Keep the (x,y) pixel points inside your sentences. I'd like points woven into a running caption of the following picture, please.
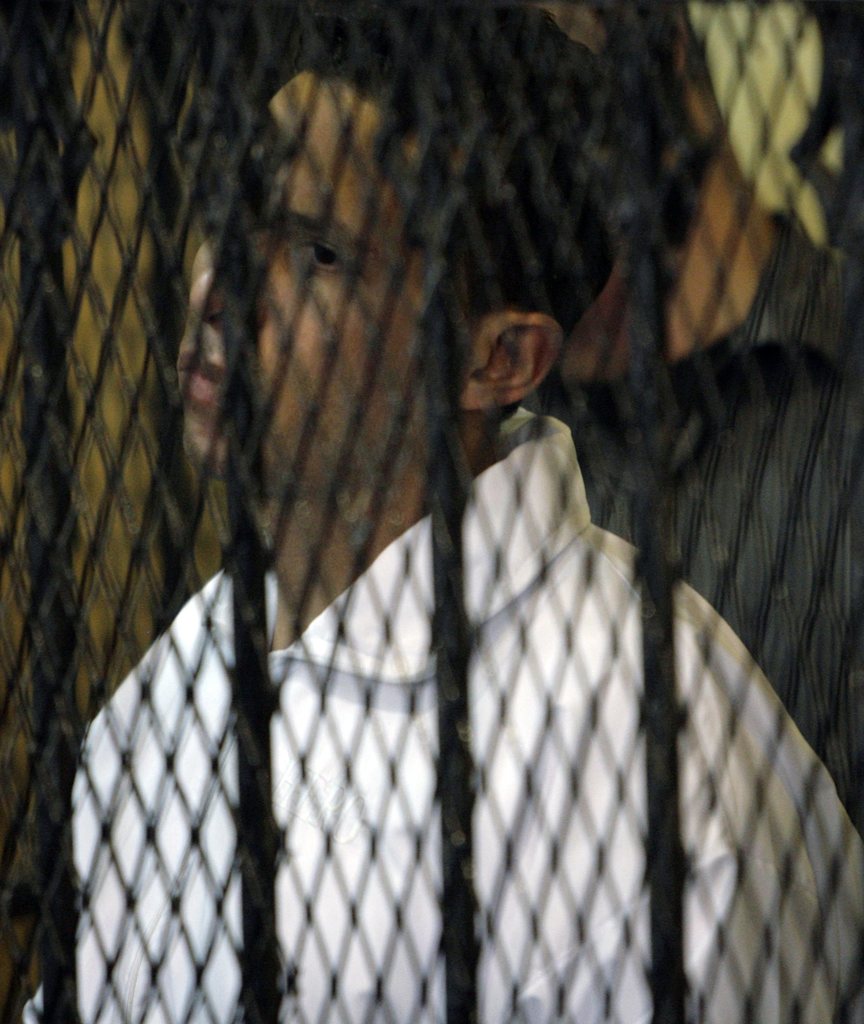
In this image I can see the mesh (336,806). I can see some people (582,399).
